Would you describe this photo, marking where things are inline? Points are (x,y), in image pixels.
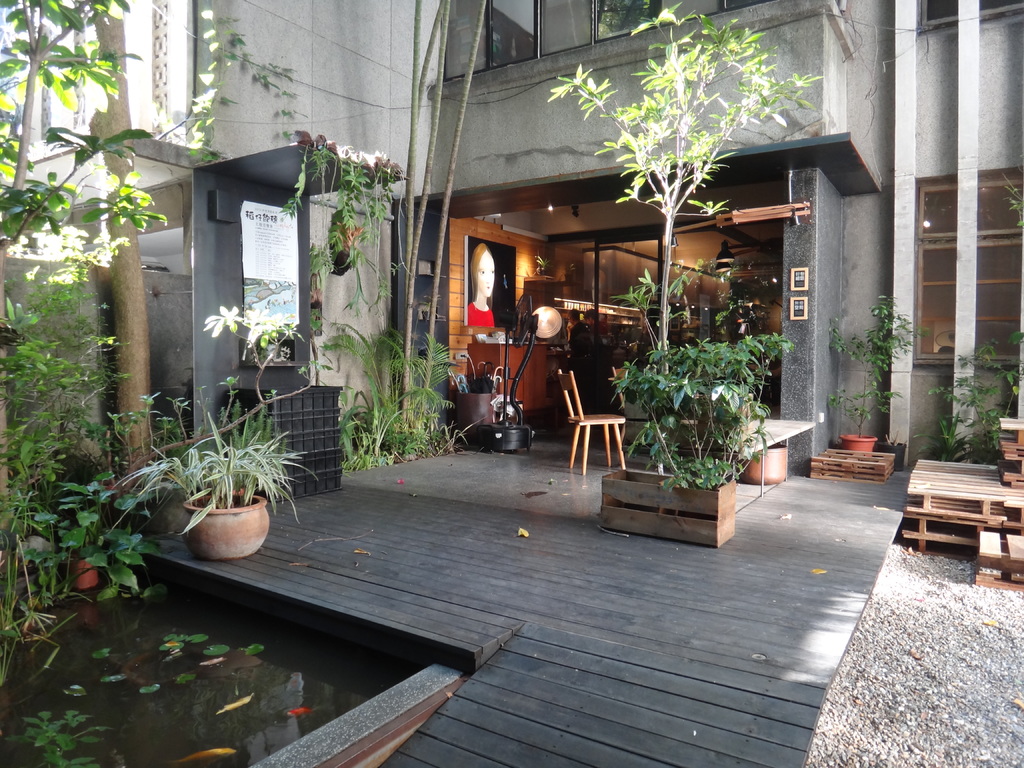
In this picture we can see water (296,682), here we can see house plants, trees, chairs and wooden objects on the ground (538,649) and in the background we can see a building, lights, photo frame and some objects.
